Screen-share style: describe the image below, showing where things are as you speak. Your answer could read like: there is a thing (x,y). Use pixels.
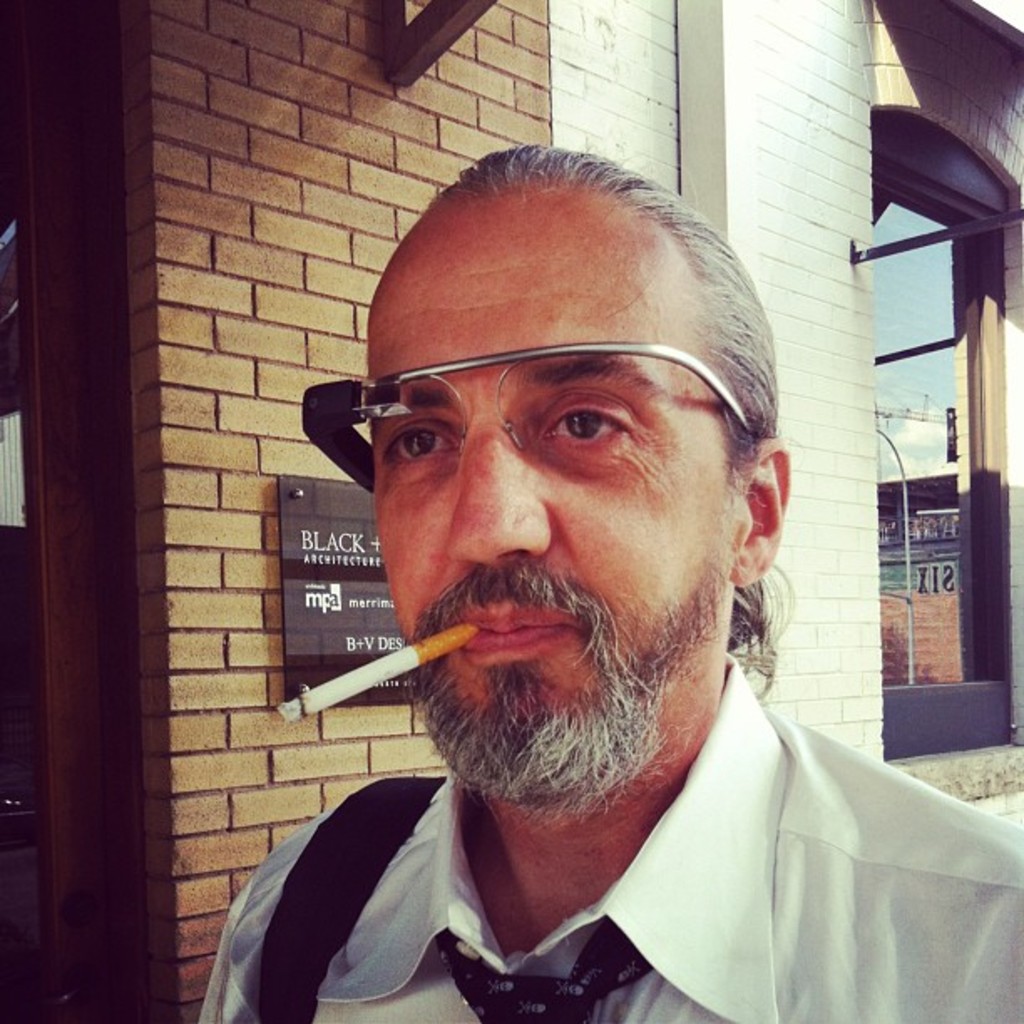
In this image we can see a man (647,888) wearing glasses (515,435) is smoking a cigarette (405,657). In the background (313,605) there is a board (307,514) placed on the wall (341,354) and we can see a building (922,256).
